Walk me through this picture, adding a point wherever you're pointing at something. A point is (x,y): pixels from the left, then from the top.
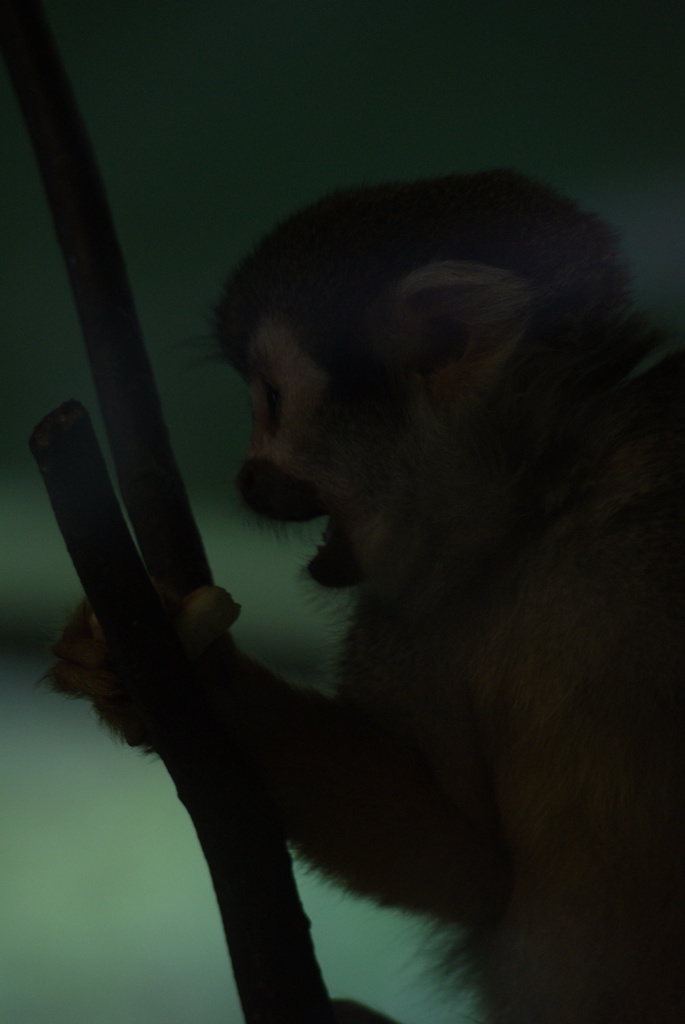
It is a monkey (424,360).
